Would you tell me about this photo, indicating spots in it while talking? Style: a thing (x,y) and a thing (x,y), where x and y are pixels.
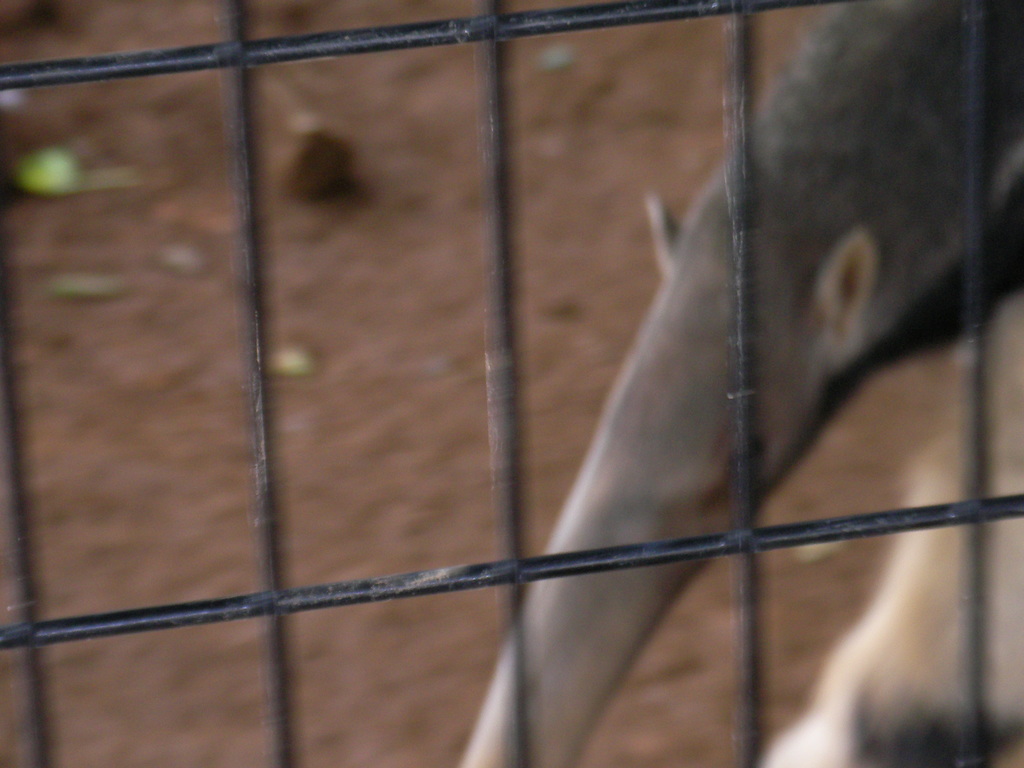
In this image there is wire fence (267,432), and in the background (904,237) there is an animal (917,616).
